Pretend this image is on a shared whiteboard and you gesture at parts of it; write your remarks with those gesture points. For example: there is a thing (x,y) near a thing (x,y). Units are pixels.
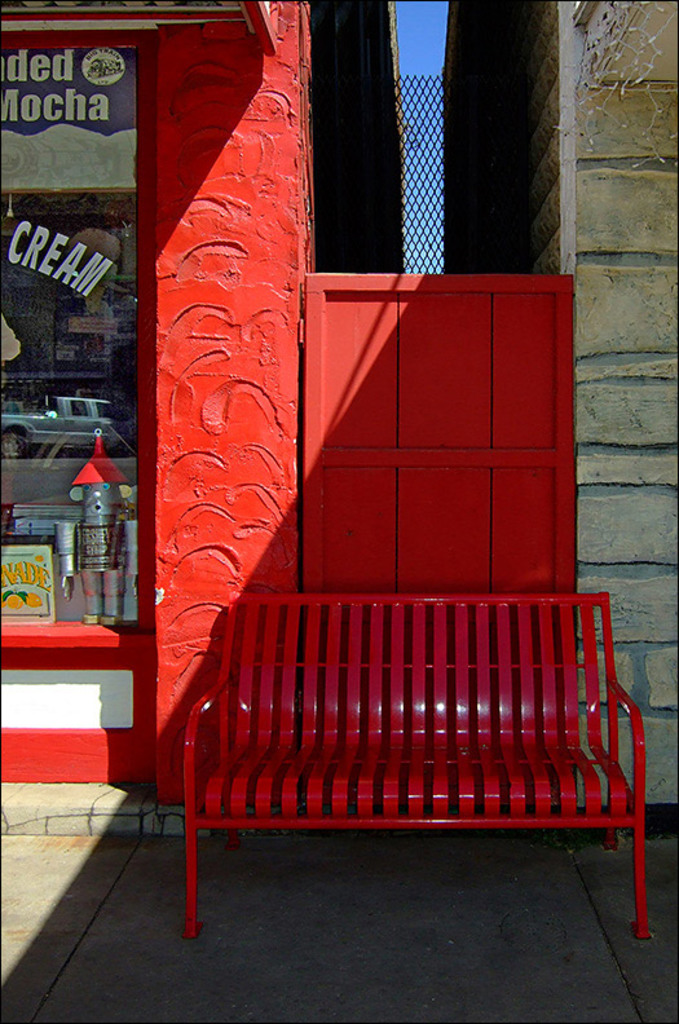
At the bottom (382,726) we can see a bench (376,726) on the floor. In the background (68,355) there is a store (122,333), posters (70,121) on the glass door (49,199), mesh (414,264), wall (584,287), sky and objects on the left side (28,582).
